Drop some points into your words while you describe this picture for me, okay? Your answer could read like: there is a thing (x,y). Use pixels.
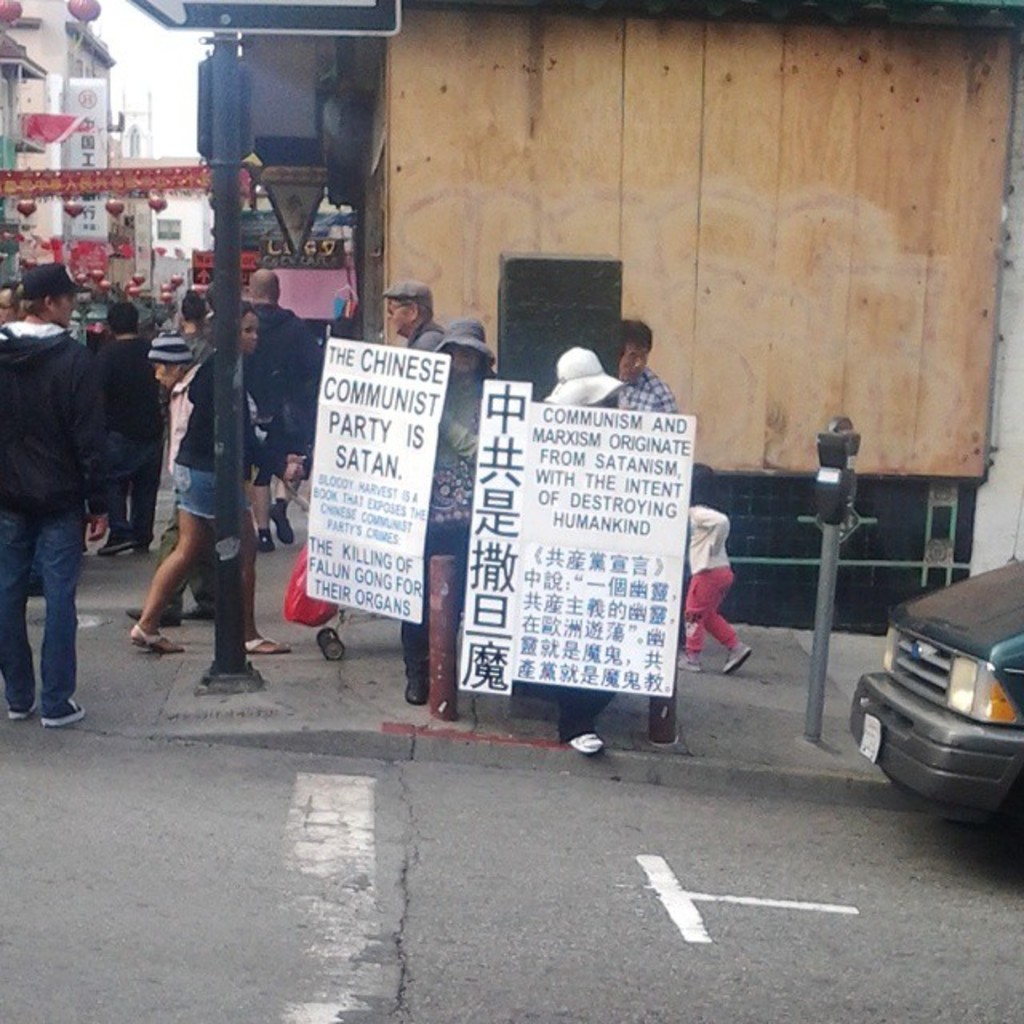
In this image I can see the group of people (91,520) with different color dresses (94,474). I can see few people (461,579) are holding the boards (538,563). To the right (1018,638) I can see the vehicle (1014,717) and the pole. In the background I can see the buildings (16,233), banners (69,190) and the sky (142,104).
